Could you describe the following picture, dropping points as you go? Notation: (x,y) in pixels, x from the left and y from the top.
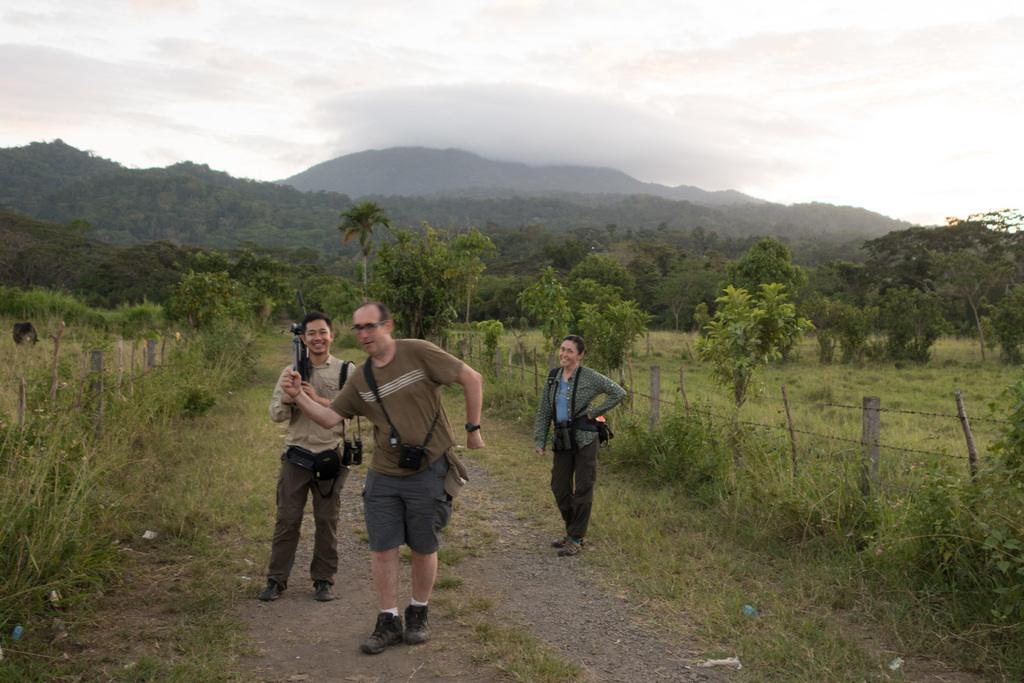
In this image in the center (574,428) there are three people (541,432) one person (412,434) is wearing a bag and one person (311,451) is holding something (305,356), and also he is wearing bag (318,462) and there is one woman (584,420) standing. At the bottom (599,505) there is grass (674,454), sand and fence (630,390). On the right side (976,260) and left side (43,288), and in the background (558,240) there are trees (417,214) and mountains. At the top (480,117) there is sky (460,131).
